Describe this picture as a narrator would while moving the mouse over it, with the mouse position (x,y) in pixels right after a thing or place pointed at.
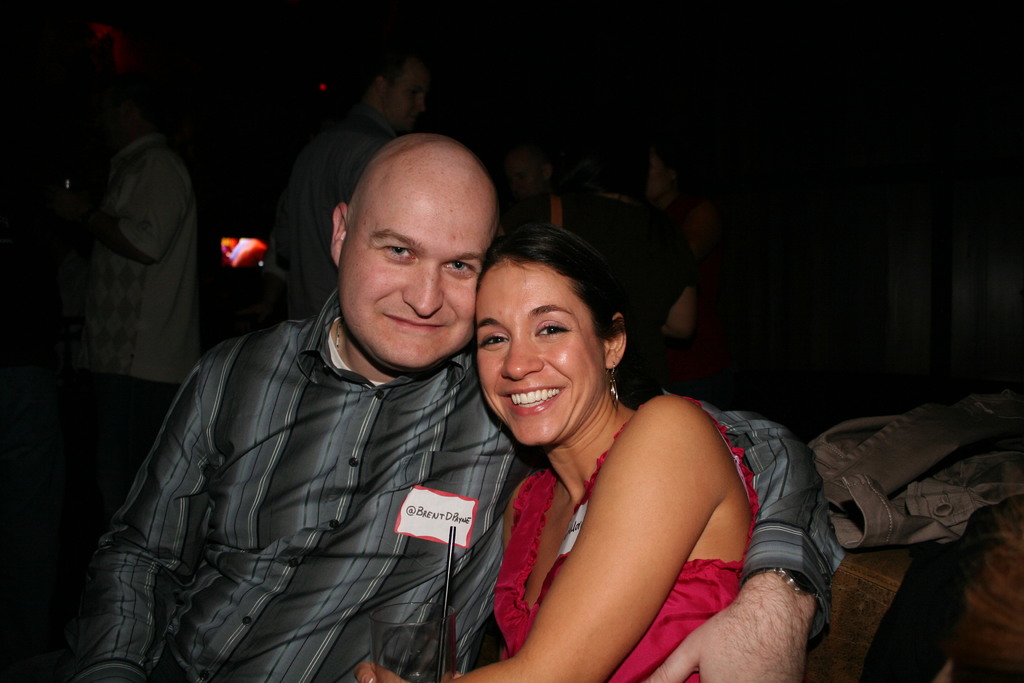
In this picture man (352,304) and woman (637,597) seated and I see a glass (438,633) with straw (447,567) in the woman's hand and on the back (426,90) I see few people (540,204) standing and it looks like a television (240,248) on the back (253,265).
